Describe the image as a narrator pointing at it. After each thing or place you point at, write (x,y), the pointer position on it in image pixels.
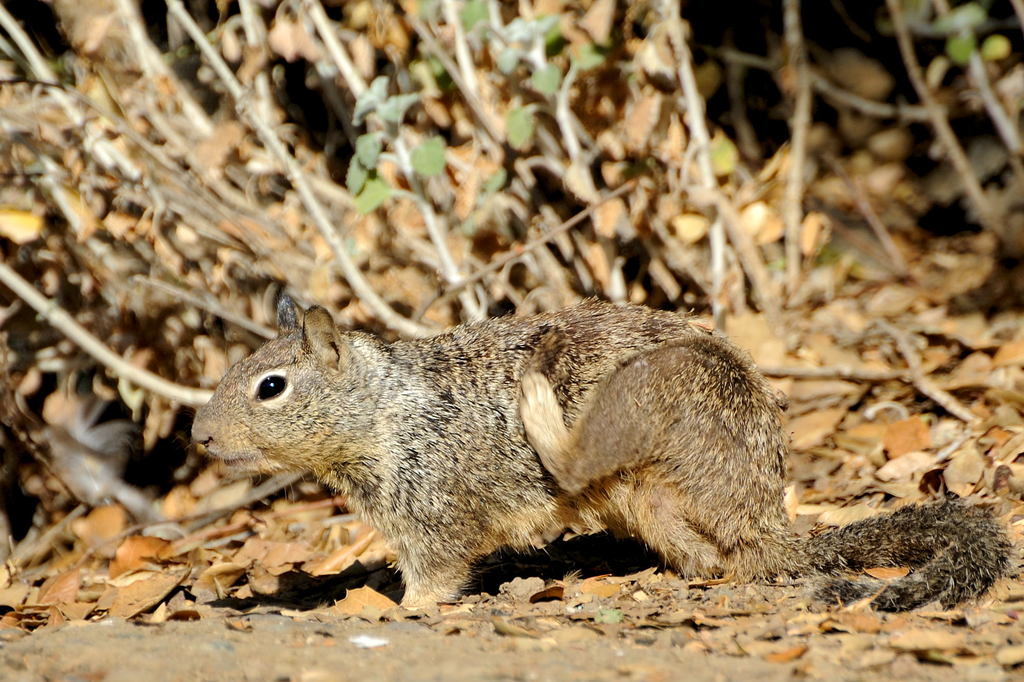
In this picture I can see a squirrel (525,489) on the ground (189,487) and I can see few dry leaves (846,465) and few plants (416,191).
